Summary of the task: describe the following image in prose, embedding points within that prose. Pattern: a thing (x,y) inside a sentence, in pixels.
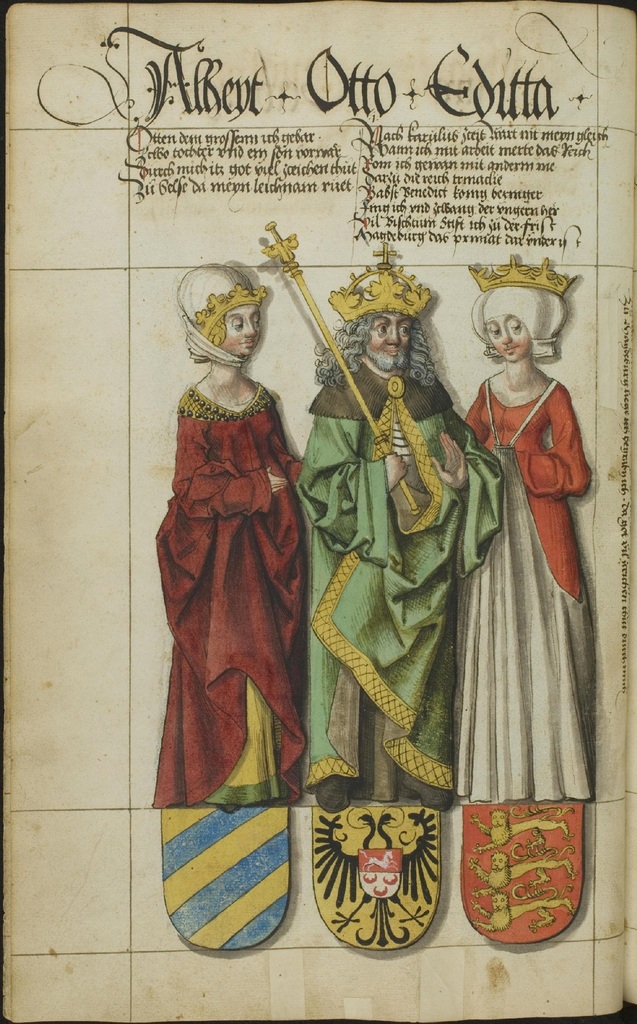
In this image there are depictions (372,521) of people (350,415) and there is some text (378,236) on the image.
